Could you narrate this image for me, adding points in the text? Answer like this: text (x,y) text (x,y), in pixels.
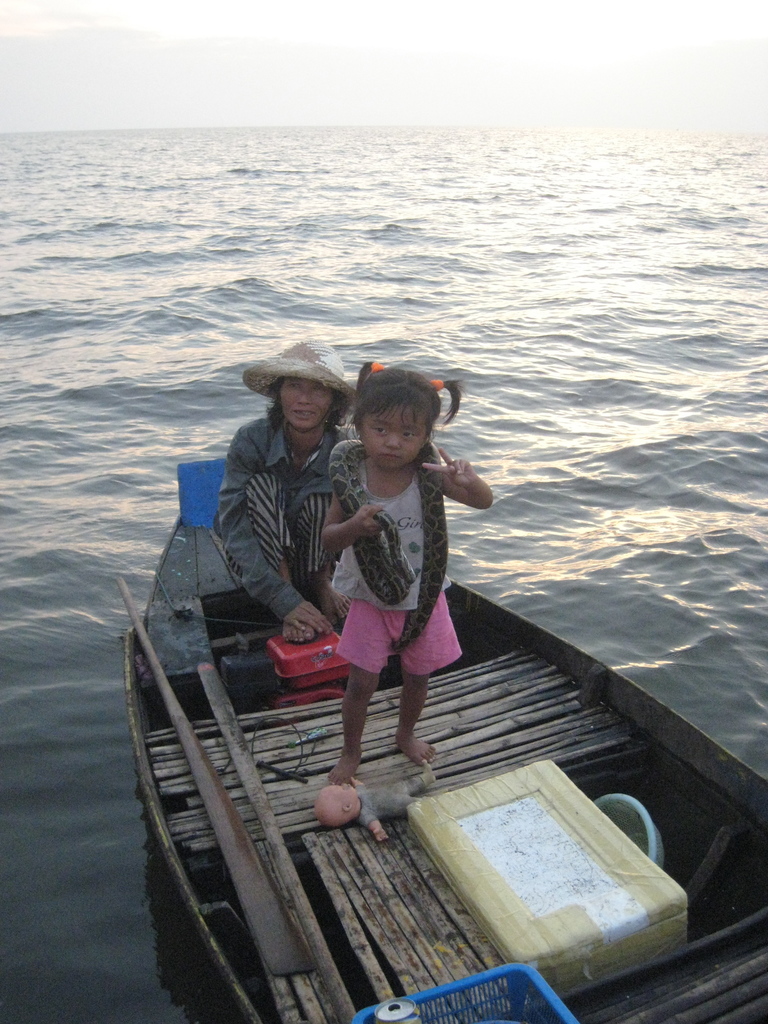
In this image I can see a woman (326,495) and a kid (341,521) in the boat (383,753). The kid (395,432) is holding a snake (345,481) in her hands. There are few objects (576,860) in the boat (465,934). I can see an ocean (562,406). At the top (138,5) I can see the sky (299,74).
